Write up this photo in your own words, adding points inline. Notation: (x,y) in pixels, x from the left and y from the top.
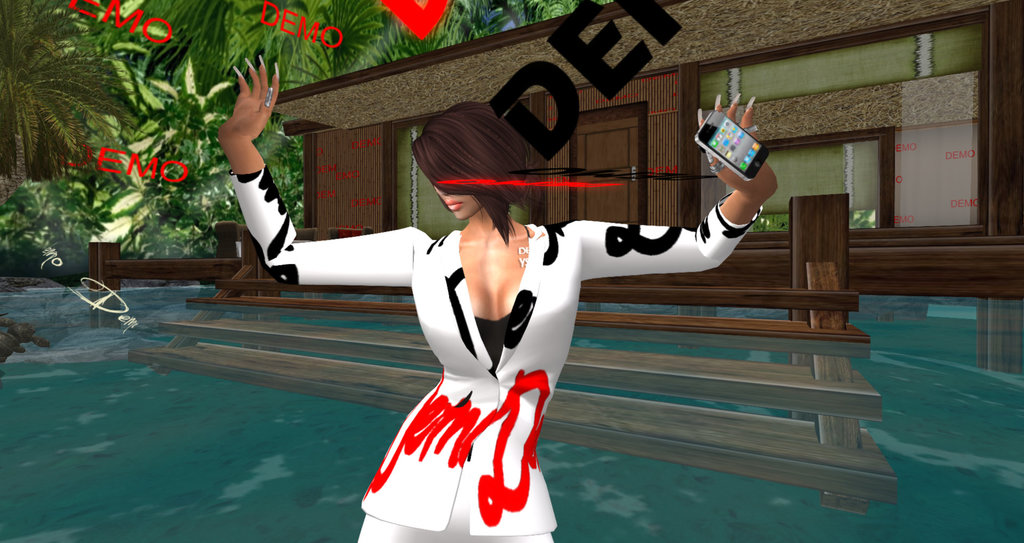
This is an animation picture. In the foreground (455,534) there is a woman (548,526) standing and holding the device (709,142). At the back (773,150) there is a building (904,100) and there are trees (76,114) and there is text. At the bottom (278,489) there is water (347,468).
